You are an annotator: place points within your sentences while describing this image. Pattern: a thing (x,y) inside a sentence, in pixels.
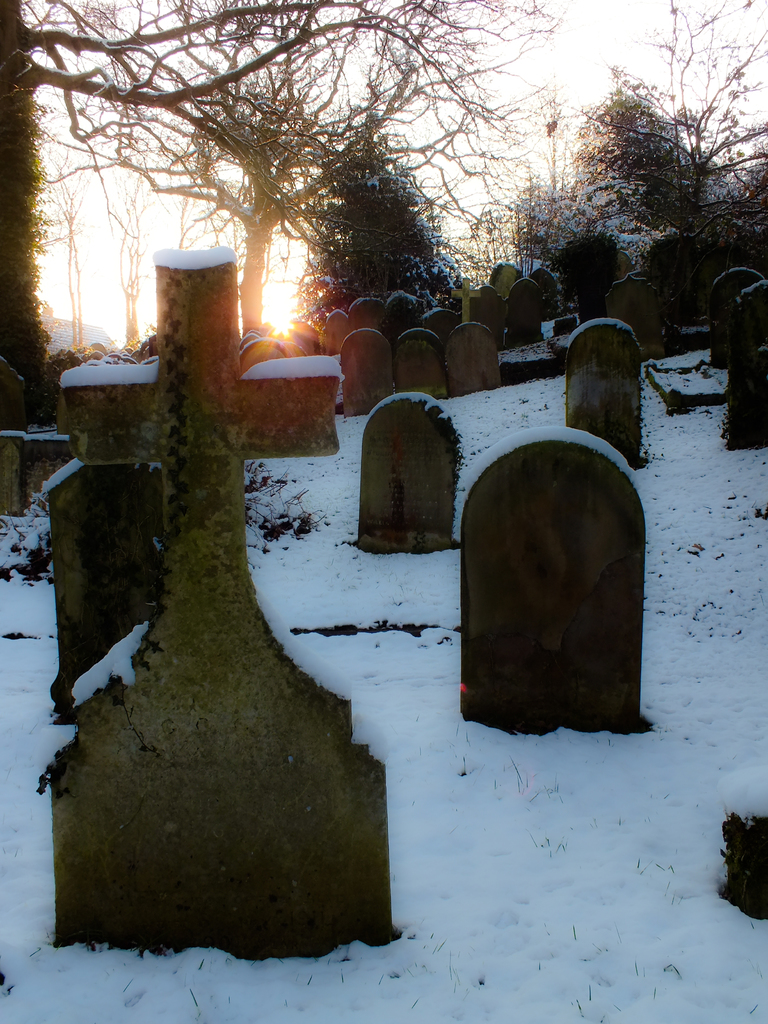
In this image there are memorial stones (462,315), trees (190,153) and sky (450,16). Land (637,995) is covered with snow (372,660).
